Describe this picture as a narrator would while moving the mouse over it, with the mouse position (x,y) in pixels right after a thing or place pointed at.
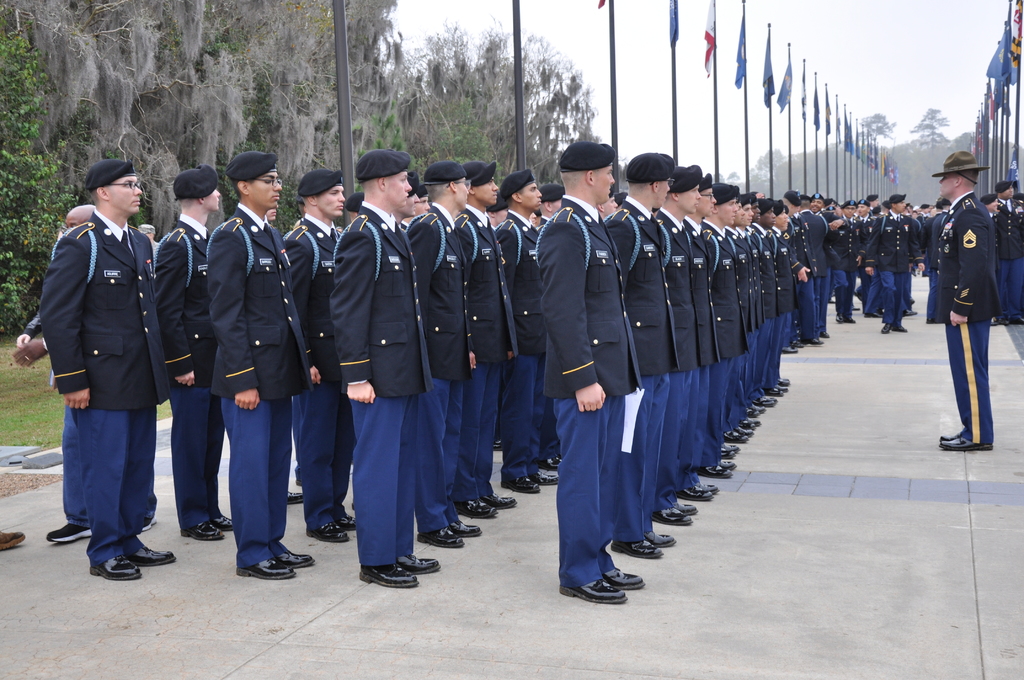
In this picture there are group of people (686,288) standing. At the back (22,41) there are flags (1004,41) and trees (956,147). At the top (638,27) there is sky (751,25). At the bottom (512,523) there is a road (883,343) and there is grass (40,394).
